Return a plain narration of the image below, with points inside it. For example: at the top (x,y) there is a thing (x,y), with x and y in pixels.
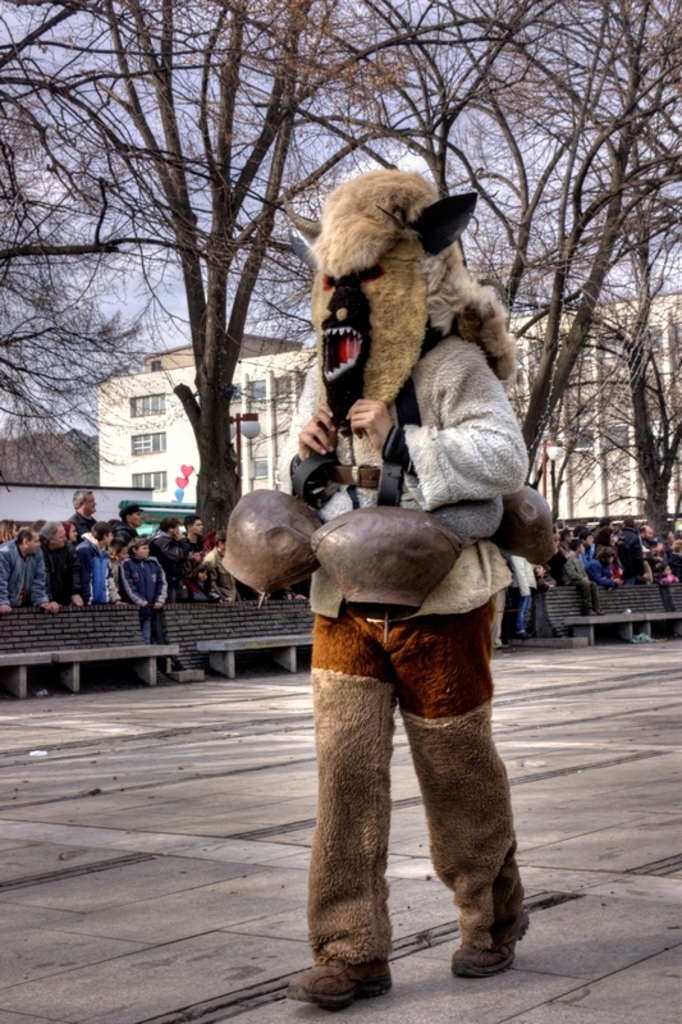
In the foreground of the picture (409,360) I can see a man (373,727) walking on the floor (524,1011) and there is a mask (398,282) on the face (399,342). In the background (142,572), I can see a group of people (37,588) standing on the floor (543,1020). I can see the marble benches (281,649) on the road (132,702). In the background (551,333), I can see the buildings (190,380) and trees (228,433).
